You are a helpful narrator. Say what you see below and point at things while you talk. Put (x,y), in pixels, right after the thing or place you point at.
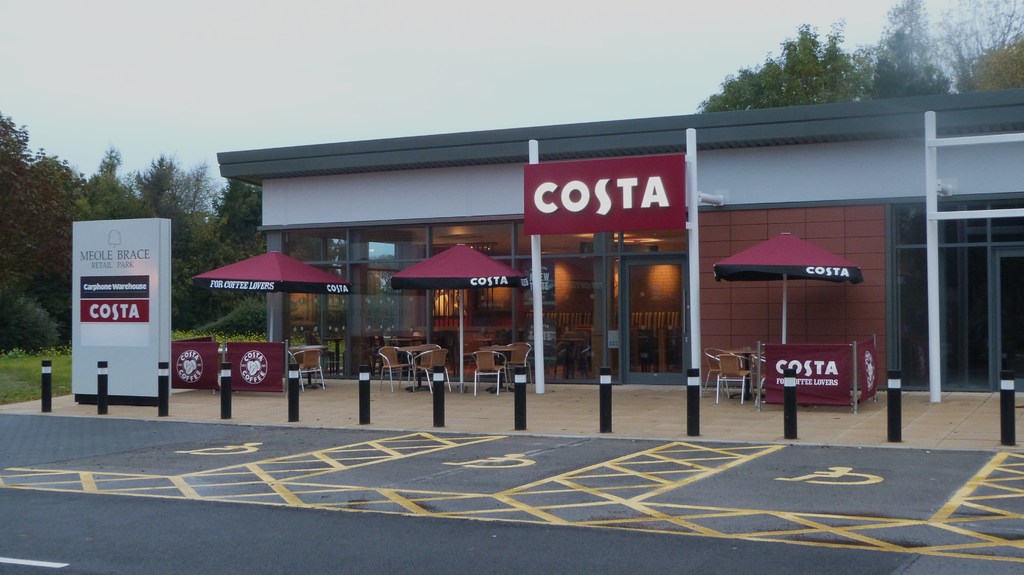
In this image we can see one restaurant (653,231), one name board (668,206) with two poles (698,342) in front of the restaurant (715,172), some banners (843,357) with poles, some chairs (484,365) with tables (745,351), one board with text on the floor (749,422), some black poles (1010,428) near the road (256,486), some lights (644,240), one glass wall (441,294), three tents (779,266) with poles (464,366), some trees (211,297), bushes (236,305), plants (259,337) and grass (36,360) on the ground (53,359). At the top (388,81) there is the sky (286,122).
